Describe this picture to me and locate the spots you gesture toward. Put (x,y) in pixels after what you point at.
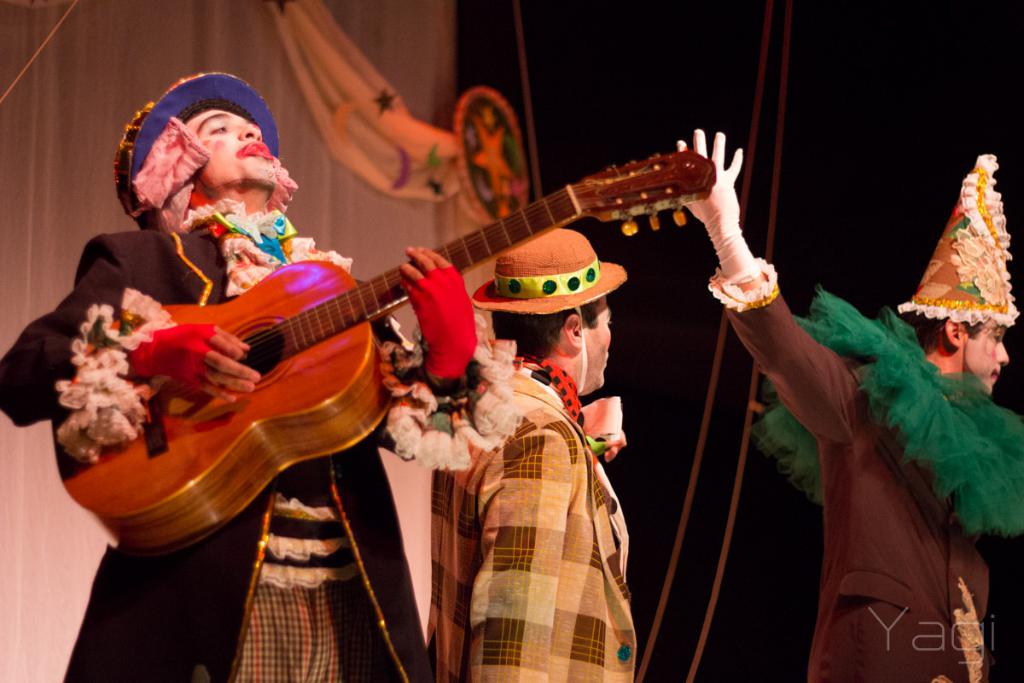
The picture there are three people (495,609) wearing a joker costume (515,487) and one of the person (215,293) is playing a guitar (298,390) and behind the three people (38,354) there are two curtains (405,186).
